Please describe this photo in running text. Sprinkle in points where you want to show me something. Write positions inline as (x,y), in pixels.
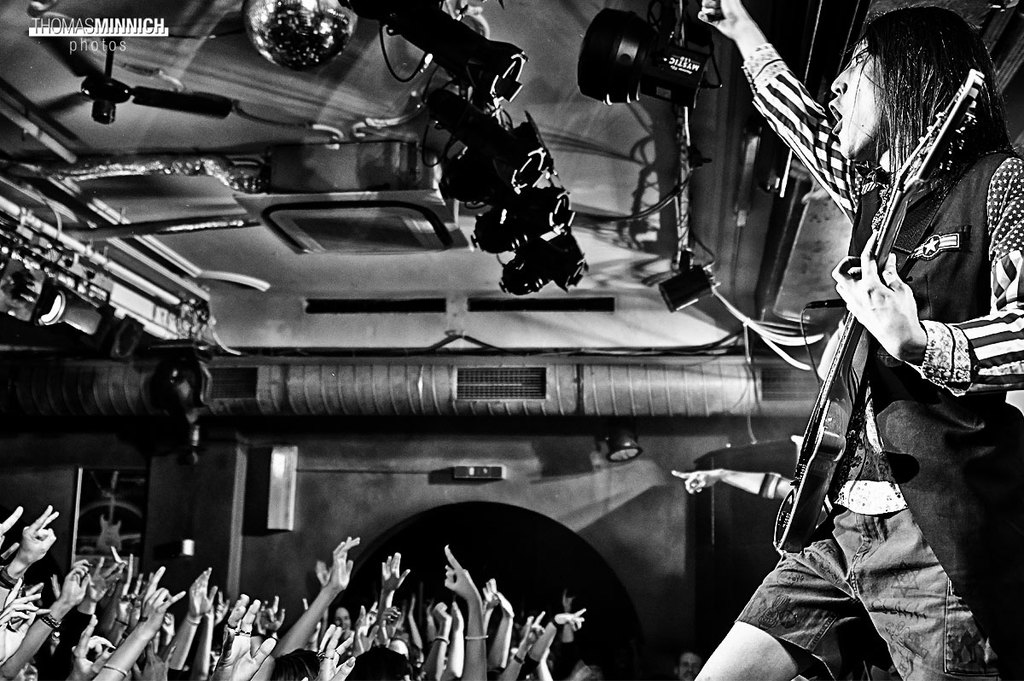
In this picture we can see a man (755,669) who is playing guitar (807,496). This is fan (104,80) and there is a wall (372,463). Here we can see some persons (391,600).
